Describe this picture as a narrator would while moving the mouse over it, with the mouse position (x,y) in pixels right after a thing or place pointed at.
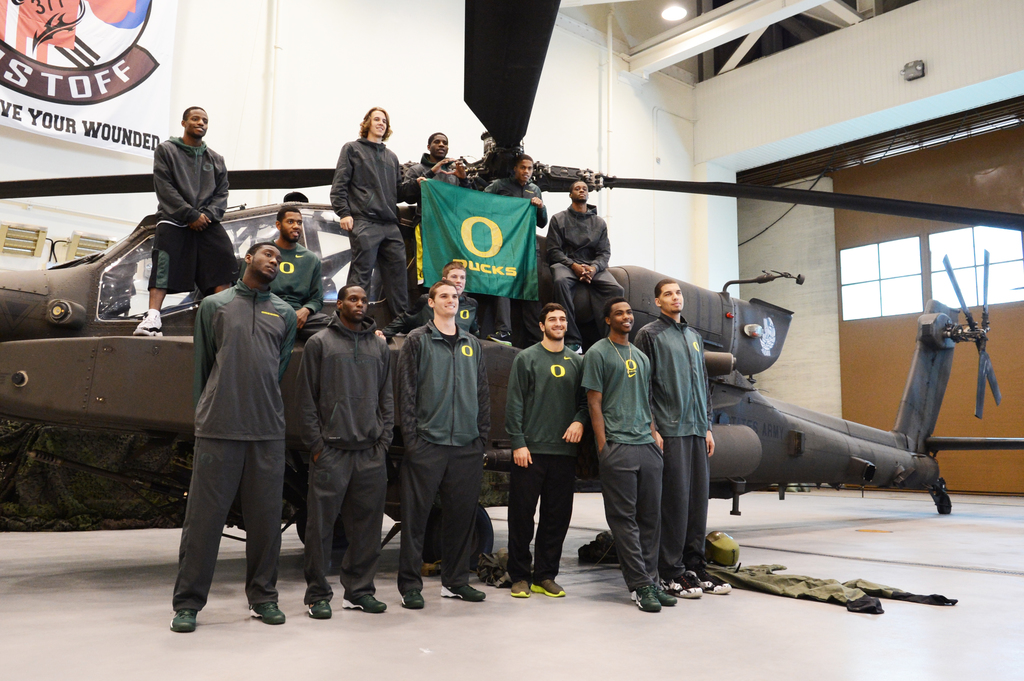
In this picture we can see some people (488,385) standing here, there is a helicopter (67,415) here, in the background (296,83) there is a wall (398,77), we can see a banner (135,121) at the left top of the picture (99,93), there is a cloth (475,255) here, we can see a light (672,16) here.
